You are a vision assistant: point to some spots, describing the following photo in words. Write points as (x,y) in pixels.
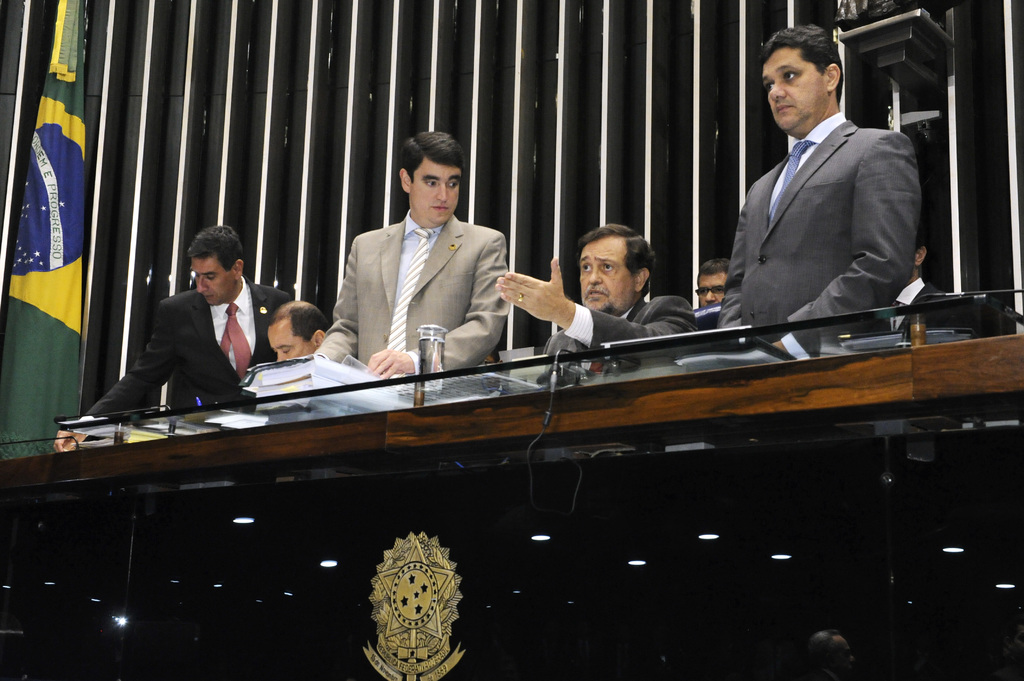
In this picture we can see some people (481,328) sitting on the stage table (329,494). Behind we can see the wooden panel wall (317,92) and flags (58,132). In the front (393,615) there is a golden logo (409,619) on the table (238,615).
